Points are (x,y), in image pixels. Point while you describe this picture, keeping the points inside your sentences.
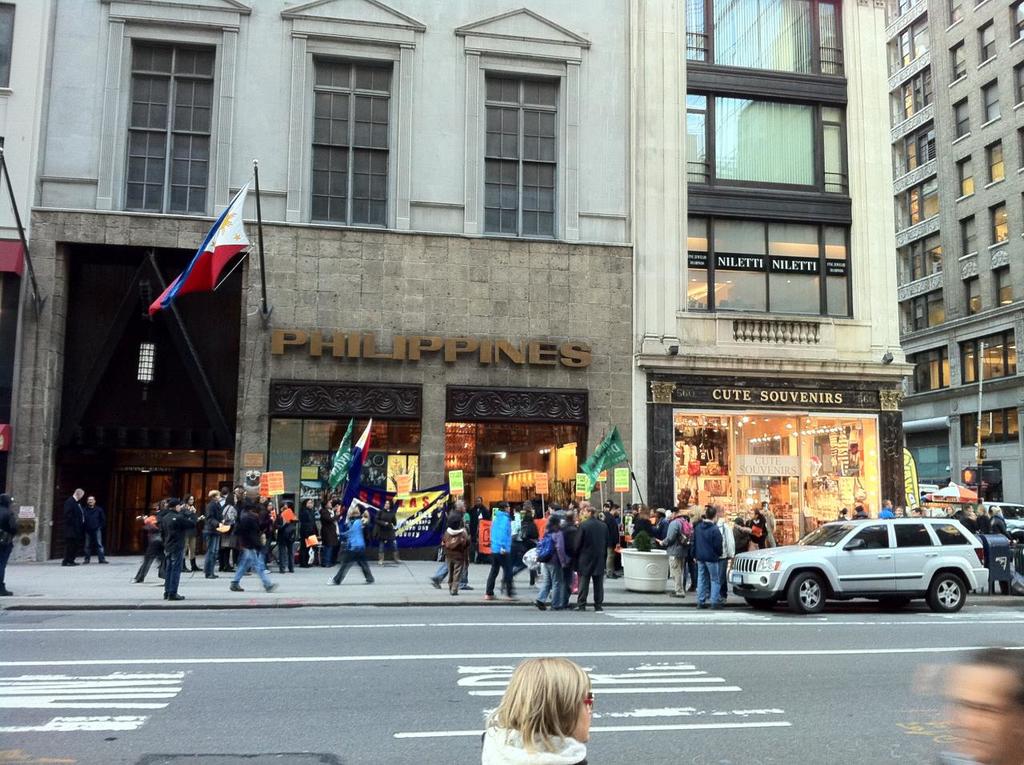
In this image in front there are two people (1002,696) standing on the road (330,675). There is a car (955,557) parked on the road (728,645). In the background of the image (141,286) there are buildings (577,226), flags (221,235). In front of the buildings (608,423) there are people (81,519) walking on the pavement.
